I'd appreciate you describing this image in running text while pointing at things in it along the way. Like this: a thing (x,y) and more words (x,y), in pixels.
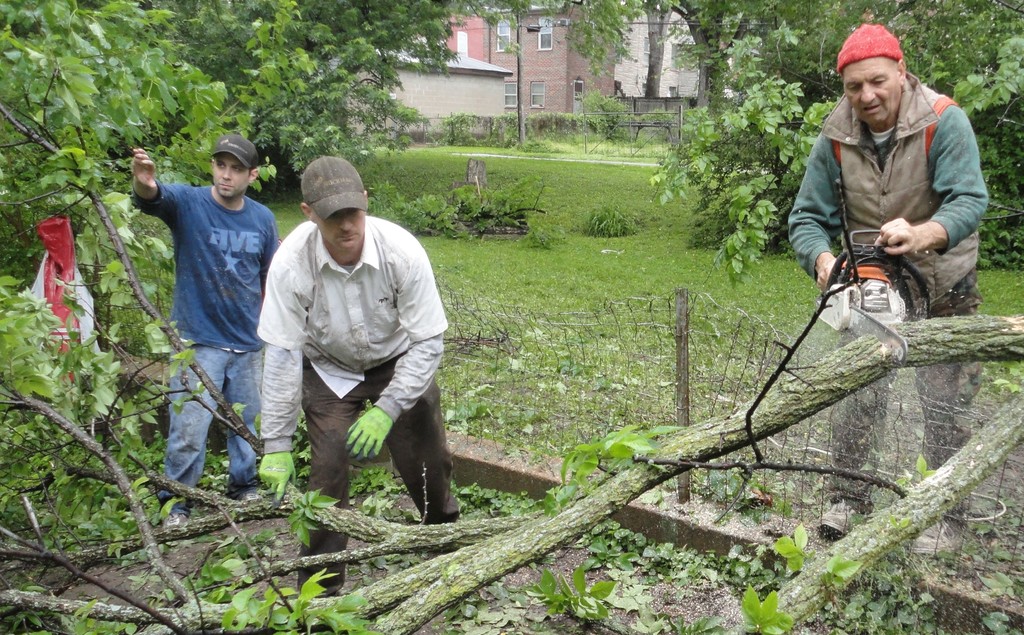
In this picture, we can see a few people (930,220) holding some objects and we can see the ground (664,329) covered with grass (510,251), trees (728,258) and we can see some objects (755,494) on the ground (769,491), we can see some buildings (686,90) with windows (500,44), poles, lights (541,26) and fencing (451,332).
